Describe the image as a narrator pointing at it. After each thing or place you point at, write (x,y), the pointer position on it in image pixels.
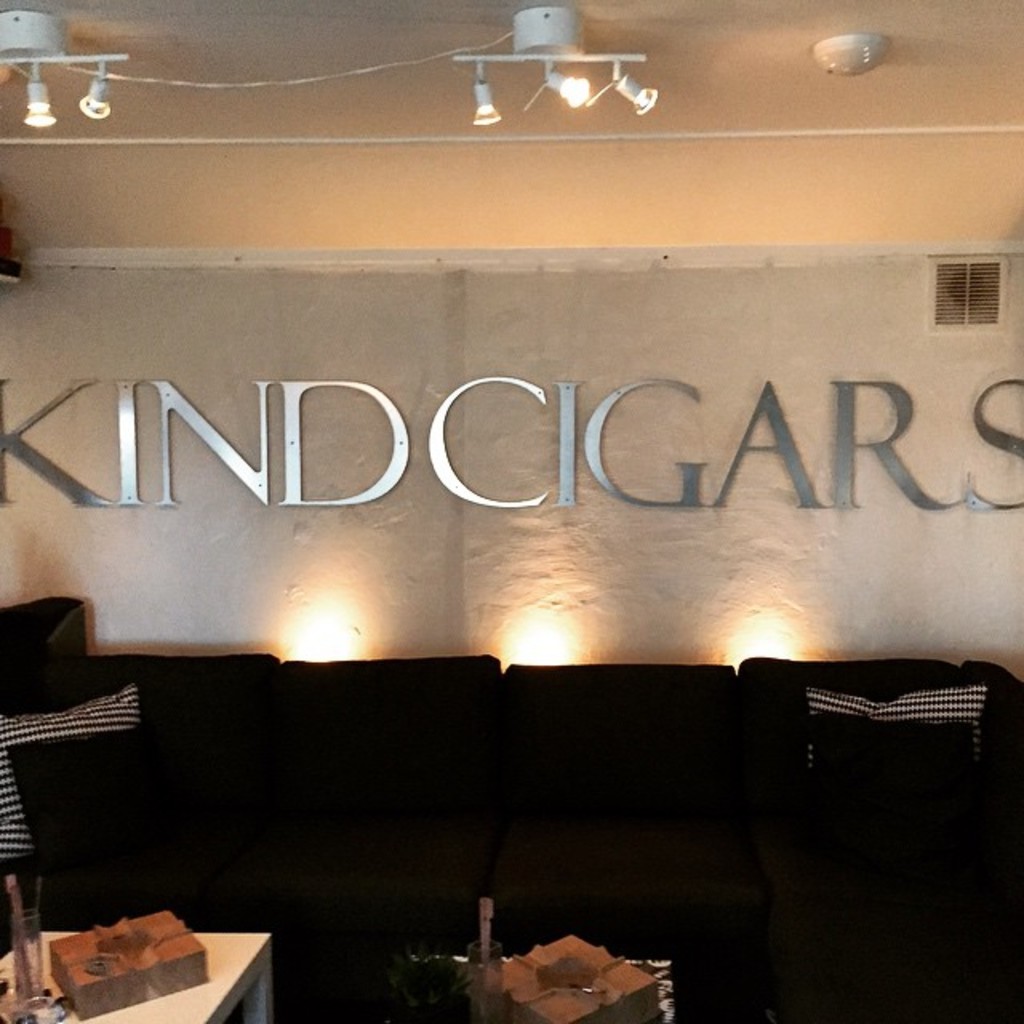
In this image we can see there is a couch (508,778) and pillows (79,818) on it. In front of the couch (47,913) there is a table (213,993), on the table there is a box (119,975), glass (27,931) and a few objects (34,1009). At the back (530,341) there is a wall (652,364) and there is a text (62,400) written. And at the top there are lights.
